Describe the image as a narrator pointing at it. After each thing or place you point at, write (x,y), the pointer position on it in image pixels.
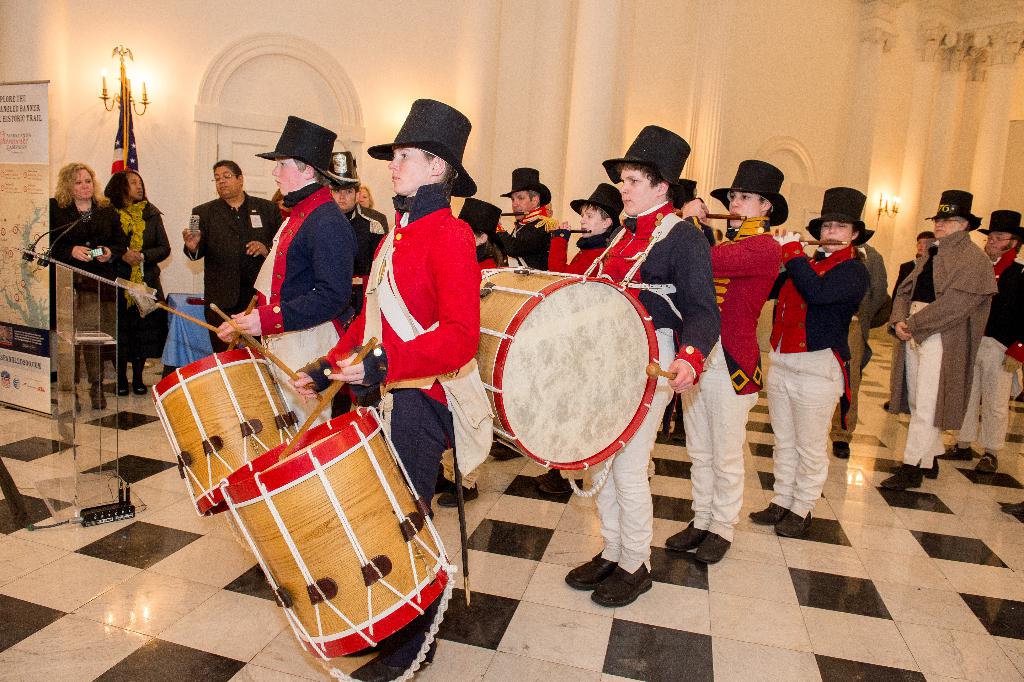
In this a band of people (340,349) playing different type of instruments (545,301). Three of them playing drums (271,378) and few of them are playing flute (583,231) at the back (733,238). People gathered around them. They are situated in a hall (588,183). The hall (492,68) has lamps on their walls (768,104). There is a podium (107,331) beside them.
